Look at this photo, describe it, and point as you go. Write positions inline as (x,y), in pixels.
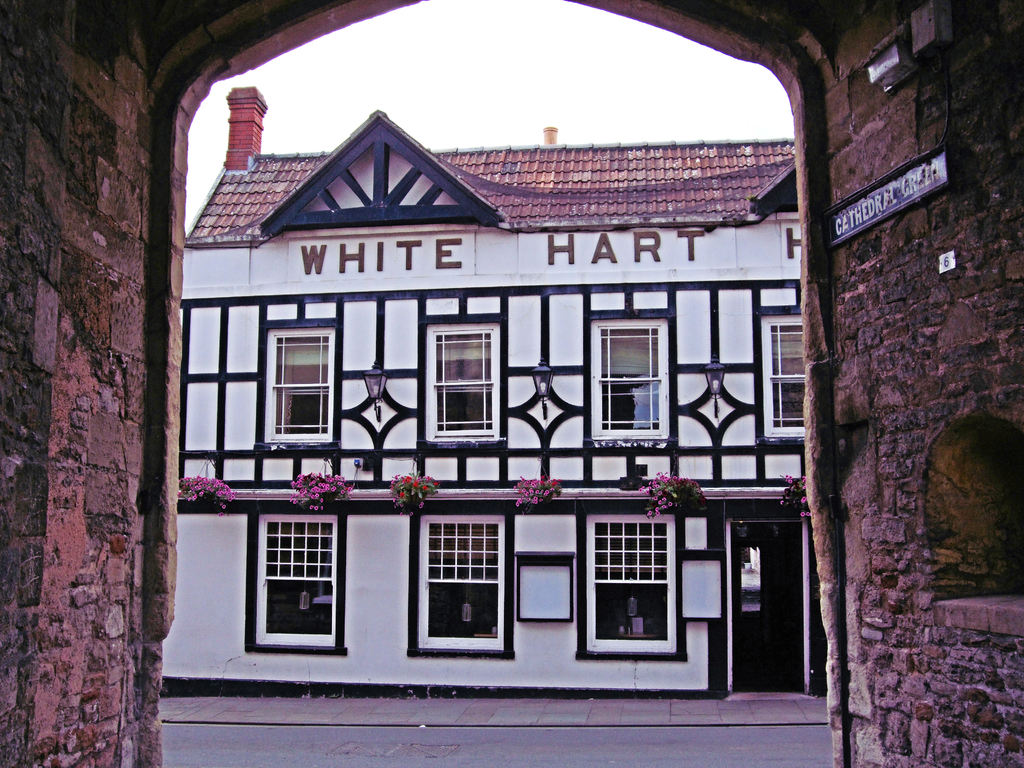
On the right (873,291) it is a brick wall (859,529), on the wall (952,188) there is a board (887,204). On the left (72,285) it is wall (63,474). In the center of the picture (365,452) we can see a building (514,420), on the building (263,483) there are flowers (306,497), text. In the foreground (249,721) we can see road (356,746) and footpath (406,718). At the top (463,62) it is sky (484,65).
